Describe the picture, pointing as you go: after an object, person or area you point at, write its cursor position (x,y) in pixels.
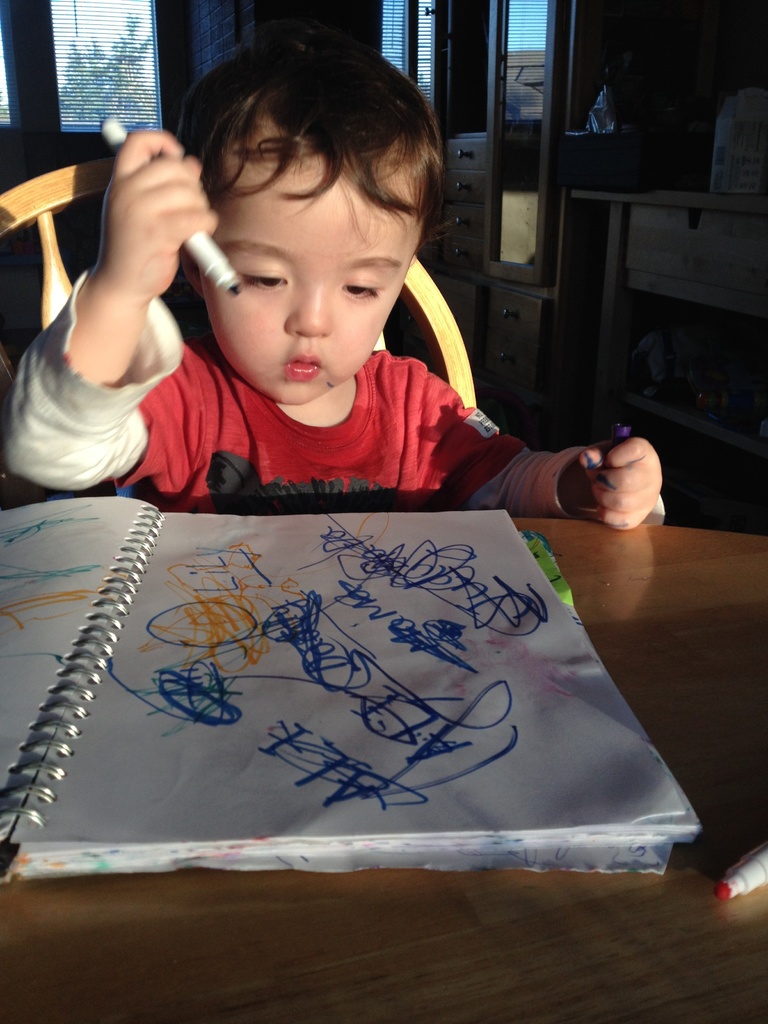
There is a baby (349,198) in red color t-shirt (201,423), holding a sketch (239,282) and sitting on a chair (439,345). In front of him, there is a book (606,770), sketch (760,872) and his hand (621,510) on the table (626,553). In the background (112,55), there is a window (124,55), tree (128,56), cupboard (468,180), table (593,192) and some other items (600,129).
